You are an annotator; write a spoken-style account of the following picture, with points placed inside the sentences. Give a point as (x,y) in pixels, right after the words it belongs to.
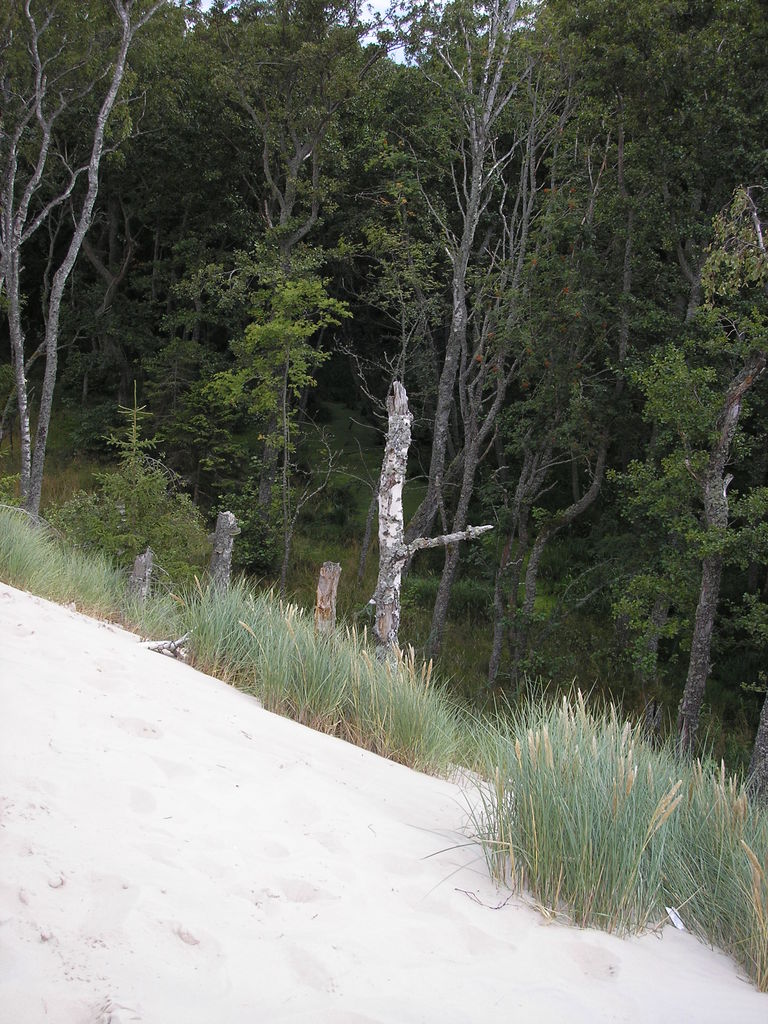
In this image we can see many trees (509,348) and plants (557,565). We can see the sand (292,921) at the bottom of the image (257,952). We can see the sky (421,1) in the image.
